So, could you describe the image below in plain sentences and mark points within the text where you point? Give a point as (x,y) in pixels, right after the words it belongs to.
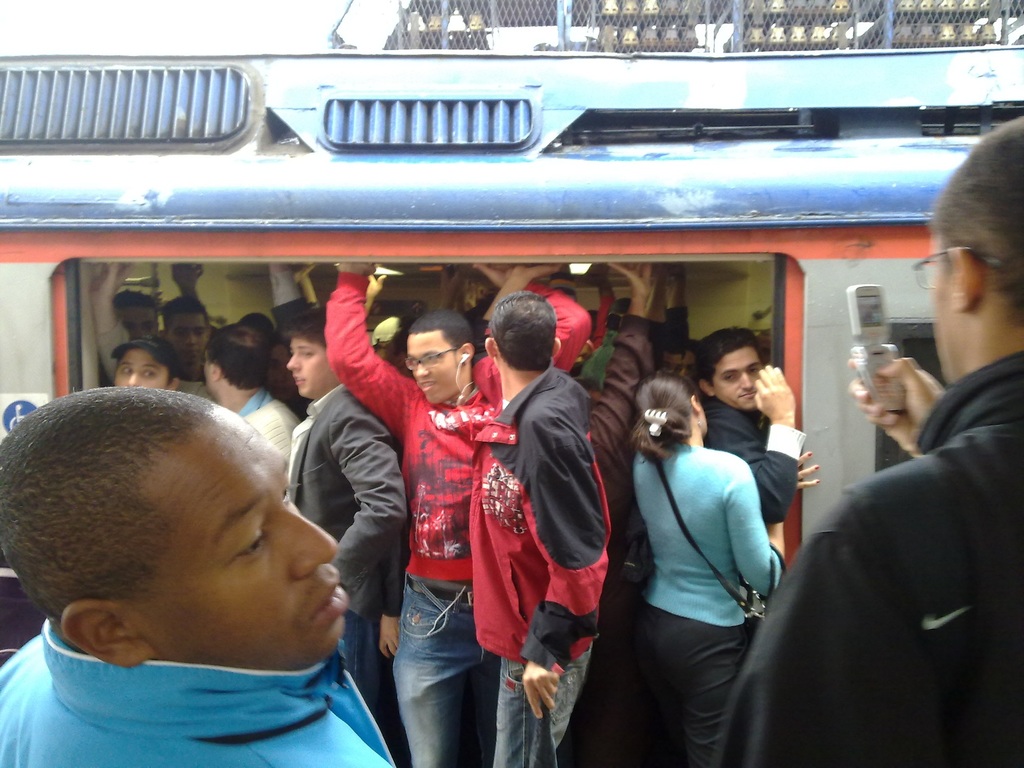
In this picture we can observe a train (18,300) in which there are many people (394,552). We can observe men (493,451) and women (700,470). There are two persons (856,519) standing on the platform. One of the man (913,478) was taking photograph with his mobile (885,345) on the right side (935,527). In the background (391,2) there is a sky (214,41).
